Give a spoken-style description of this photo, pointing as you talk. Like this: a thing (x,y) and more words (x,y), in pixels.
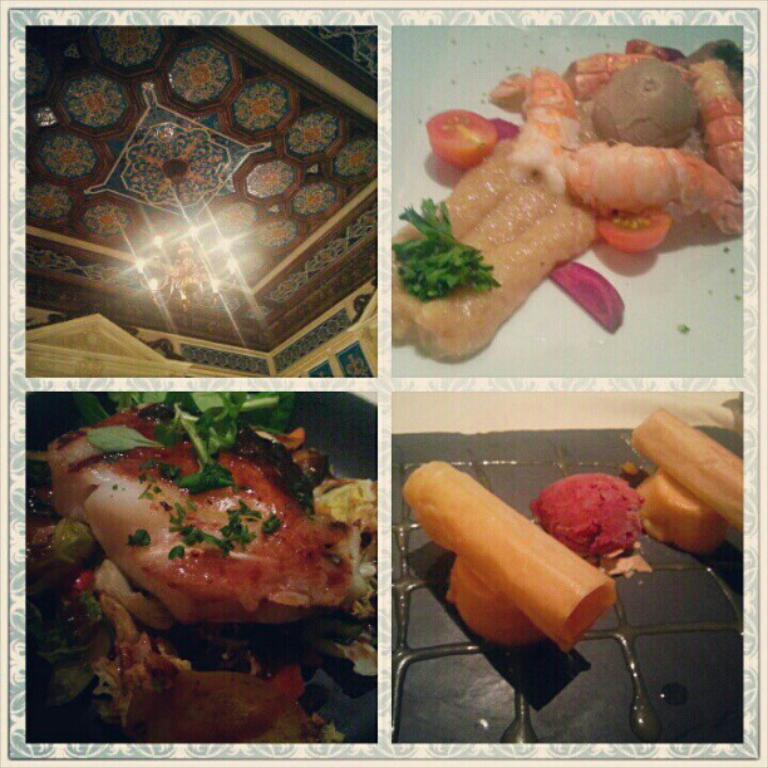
It is an image collage and these are the food items (728,112).
